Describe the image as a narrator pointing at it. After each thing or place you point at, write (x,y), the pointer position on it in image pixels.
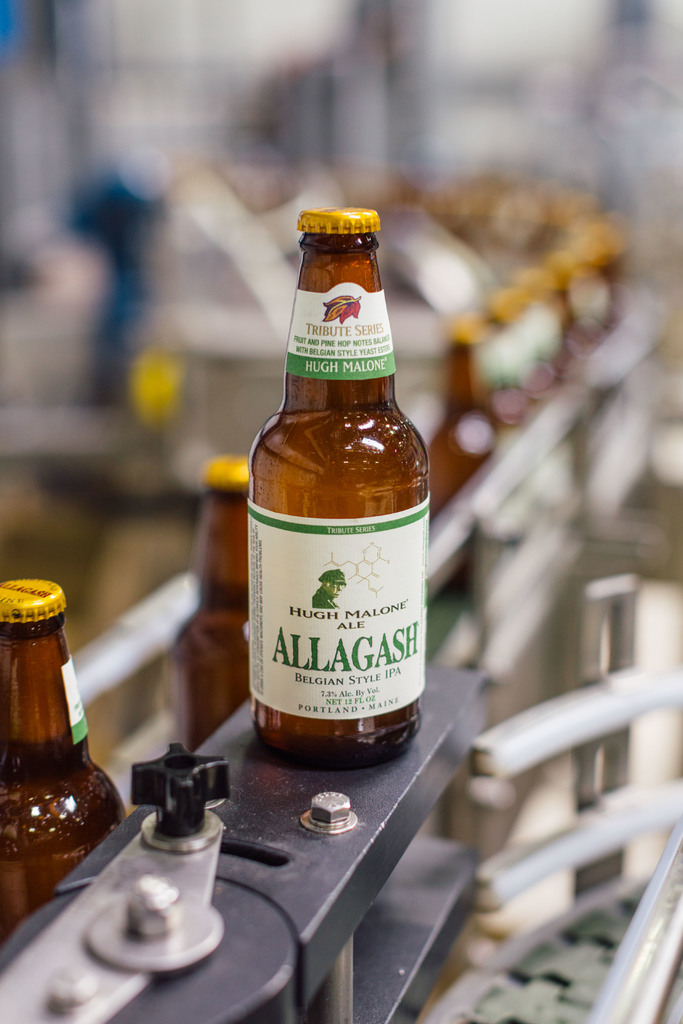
This picture is clicked in the factory (159,448). In the middle of the picture (288,456), we see an alcohol bottle (357,524) with white sticker (340,593) pasted on it. Behind that, we see a moving belt (551,421) containing many alcohol bottles (457,420). In the background (434,309), it is blurred.
